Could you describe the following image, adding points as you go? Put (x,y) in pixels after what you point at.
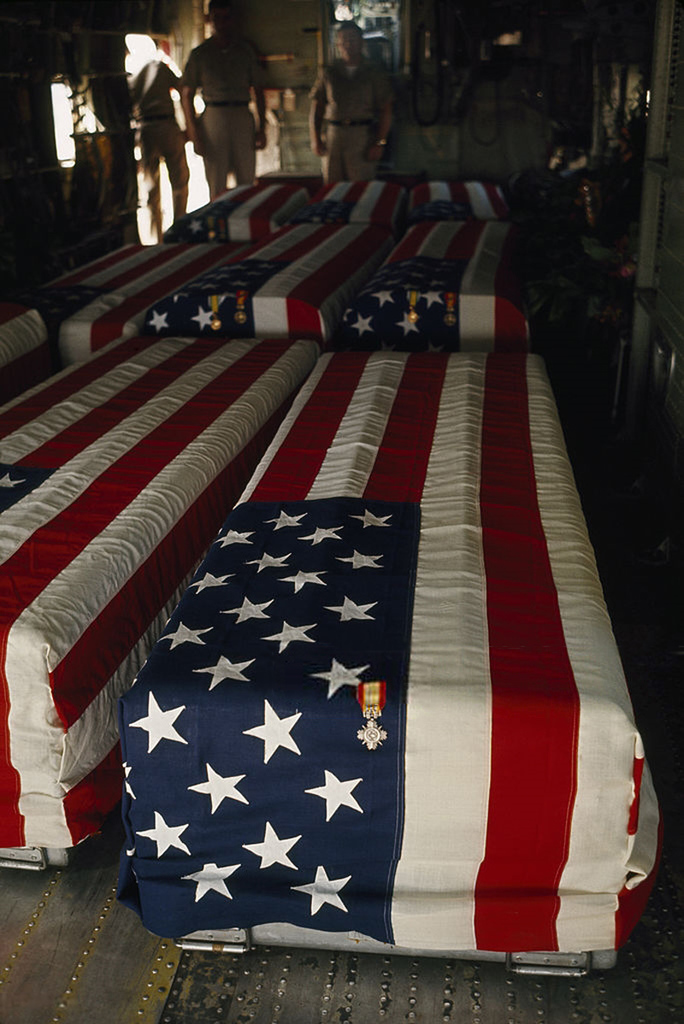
In this image I can see few boxes (238,264) covered with flags (458,703). In the background (175,117) I can see group of people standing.
